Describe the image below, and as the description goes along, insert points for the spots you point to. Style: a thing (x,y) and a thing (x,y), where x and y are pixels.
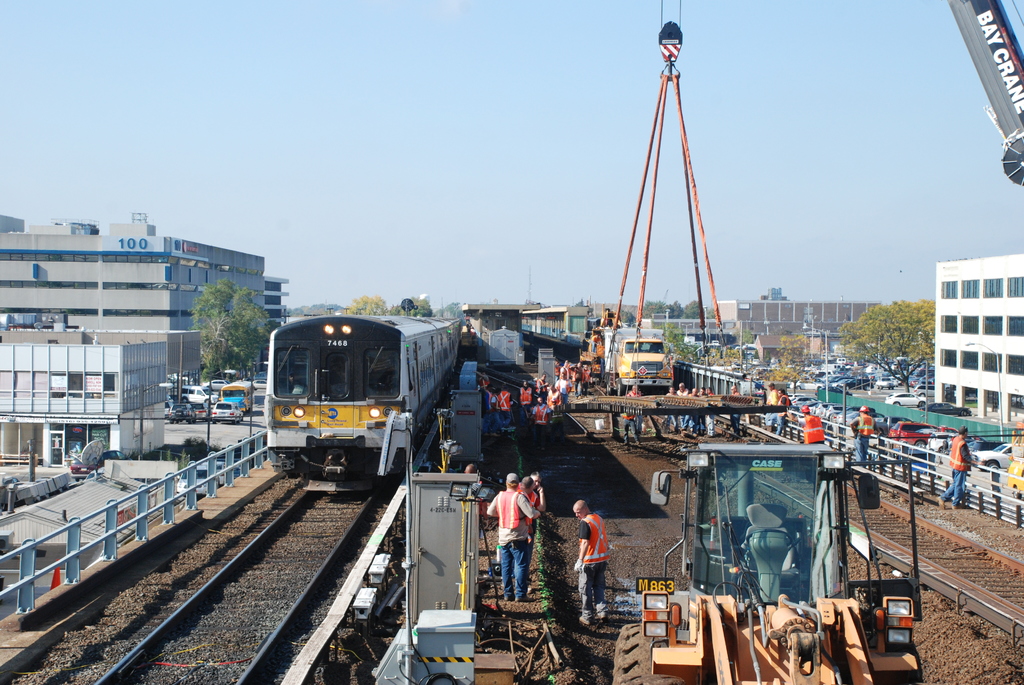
This picture might be taken in a railway station (185,564), in this picture in the center (379,382) there is one train (366,382). And at the bottom (295,550) there is a railway track (343,555), and in the center (652,377) there are some vehicles (752,589) like crane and a lorry (624,357) and there is a section of track (596,405). And there are some people (535,479) who are working, on the right side (699,373) and left side there is a fence (108,538) and also there are some buildings (771,322) and trees (215,337), cars (186,407), poles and lights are there on the right (864,316) and left side. On the top of the image (483,171) there is sky (893,155).
